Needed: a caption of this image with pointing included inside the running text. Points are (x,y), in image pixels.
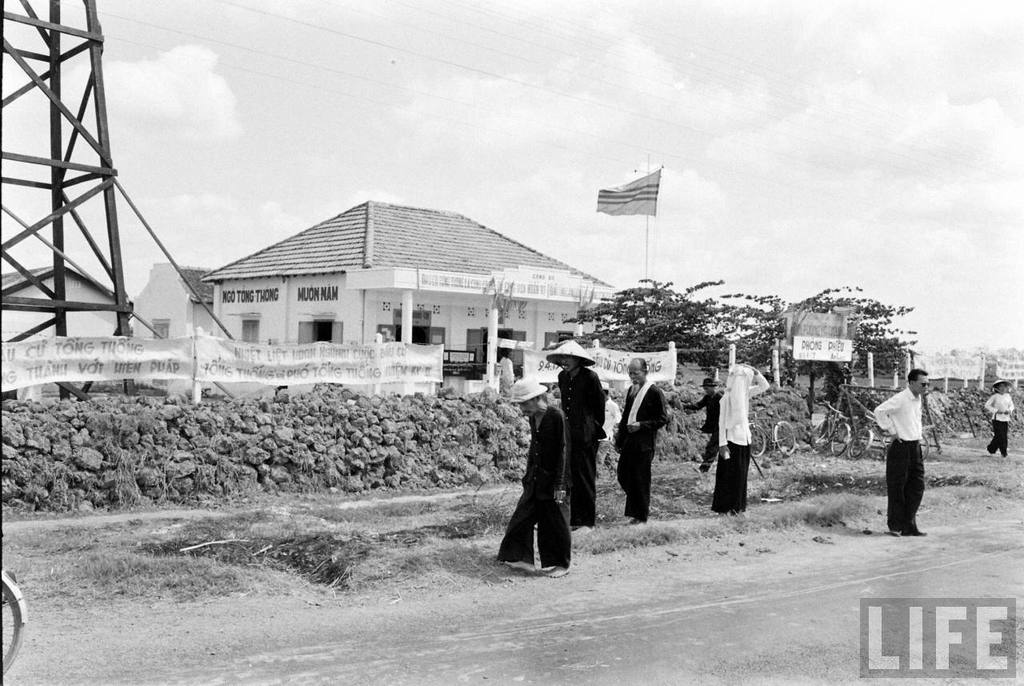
It is a black and white image, there are few people (582,480) standing on the grass (808,464) and behind them there are many rocks (299,398), behind the rocks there are some banners (343,354) and in the background (310,268) there are two houses (306,285) and on the left side (57,190) there is a tower (64,257) and on the right side (773,322) there are few trees (625,319).
